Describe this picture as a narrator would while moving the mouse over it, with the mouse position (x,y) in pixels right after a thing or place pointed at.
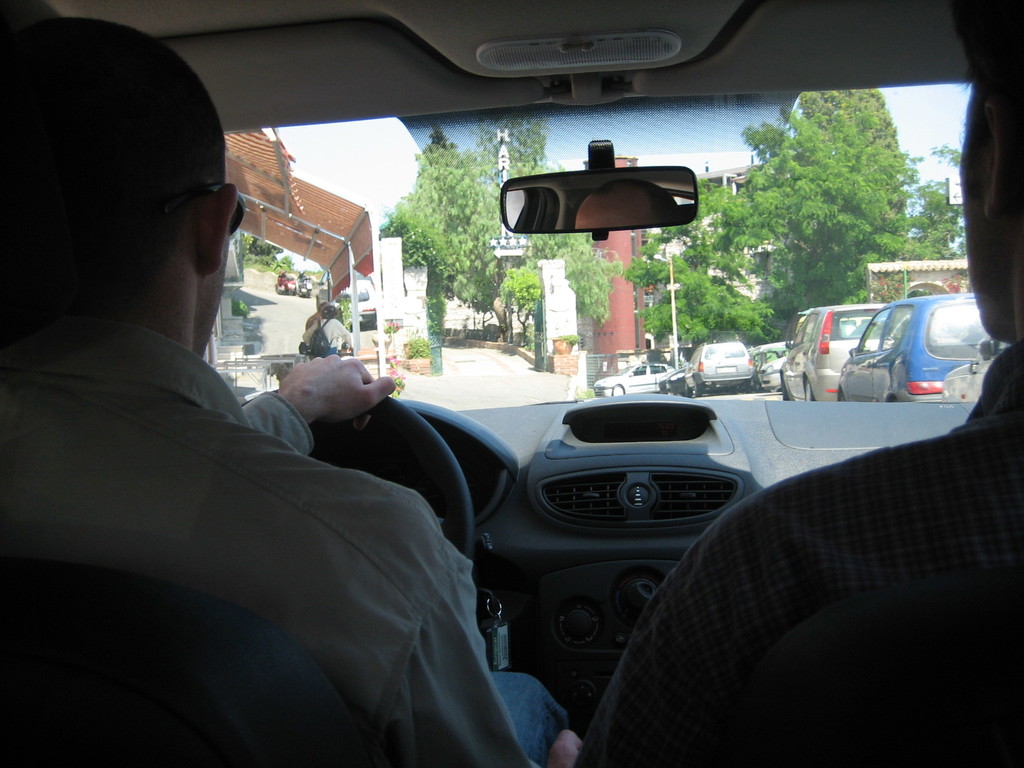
In this picture we can see two men (710,566) sitting in a car (955,679) and riding. Through car window glass (527,317) we can see trees (780,327), vehicles (931,325) and a person (332,327) riding a vehicle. This is a gate (540,309).
